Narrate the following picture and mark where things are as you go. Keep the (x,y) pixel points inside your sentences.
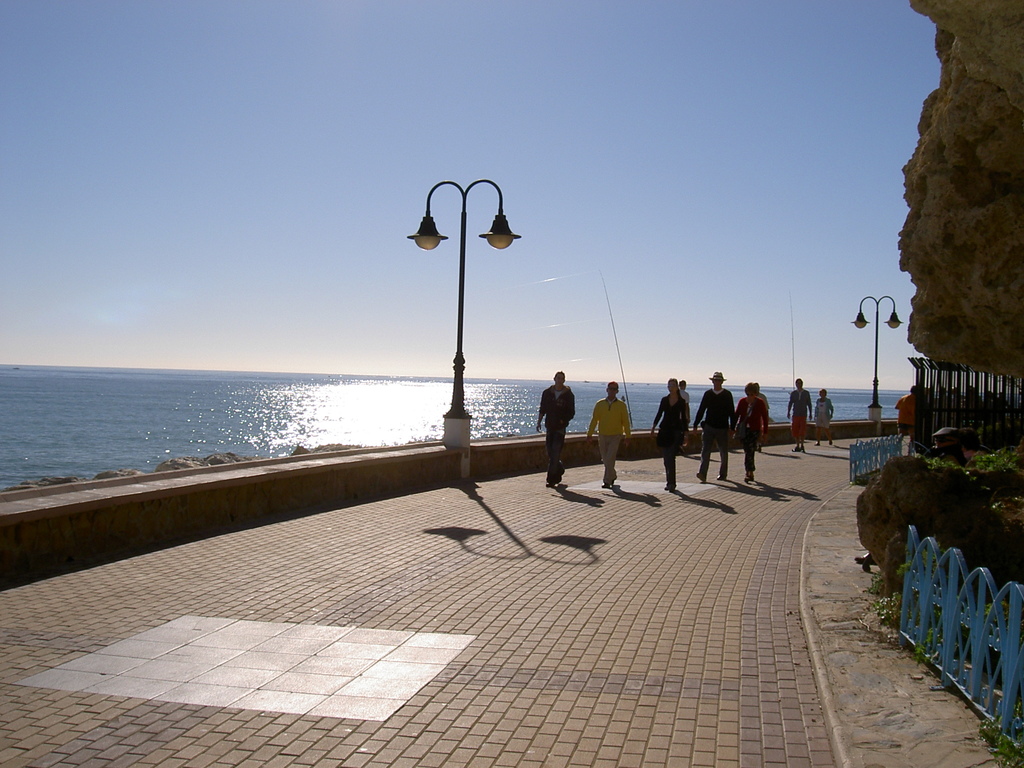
This picture shows few people (807,413) walking and we see a man (716,392) wore a hat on his head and we see couple of pole lights (895,310) and water (656,393) and we see a blue clear sky (570,133) and a rock (981,57) on the side and we see metal fence (916,554) and plants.
